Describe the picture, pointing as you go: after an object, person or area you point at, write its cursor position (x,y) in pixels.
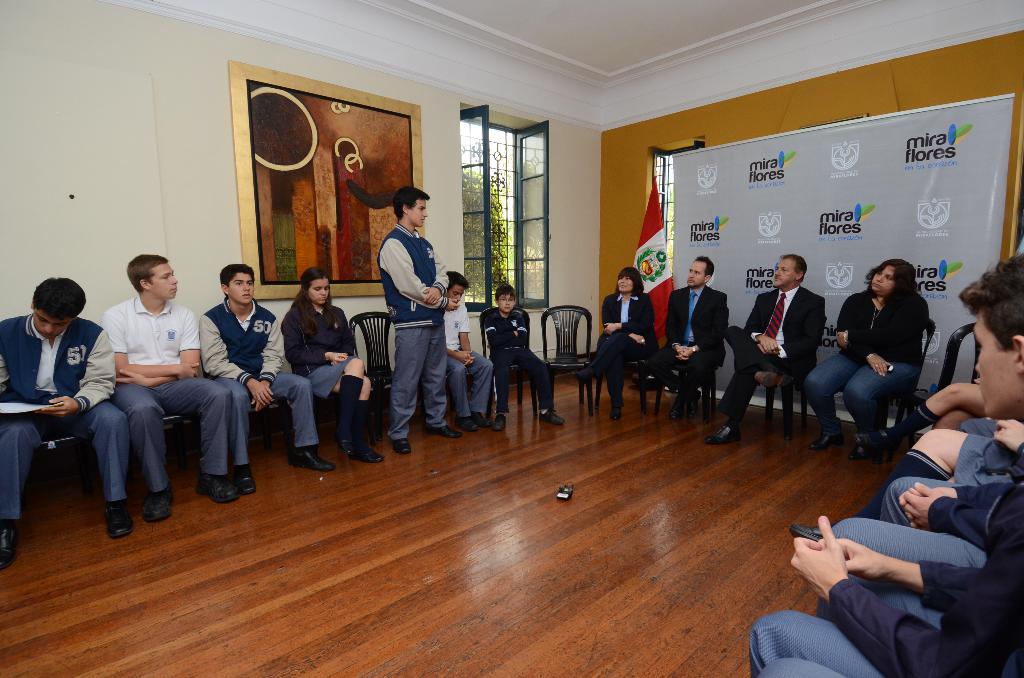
In this picture there are a group of people (479,383) sitting and there is a single person (440,314) standing here. There are some empty chairs (568,367) and in the back (831,174) there is a banner (766,174) on the right (797,215), a flag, window (520,271) and a photo frame (232,122) on the wall (158,118) on the floor (426,508) is made of wood (456,588).
